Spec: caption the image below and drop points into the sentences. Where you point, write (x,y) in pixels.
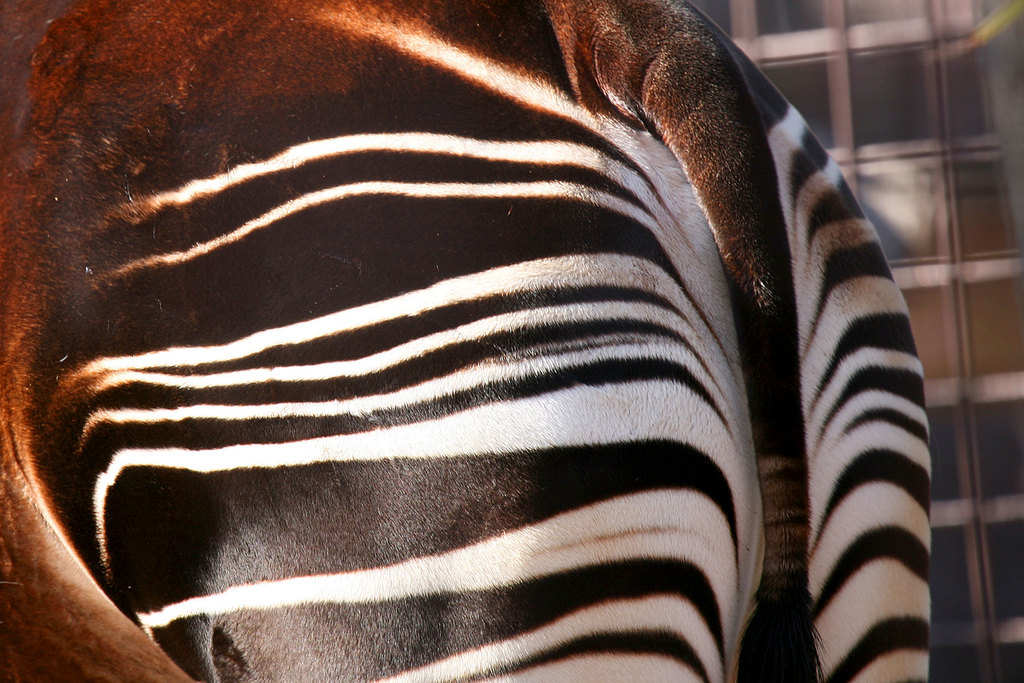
In this picture we can see an animal (751,349) and in the background (905,167) it is blurry.
